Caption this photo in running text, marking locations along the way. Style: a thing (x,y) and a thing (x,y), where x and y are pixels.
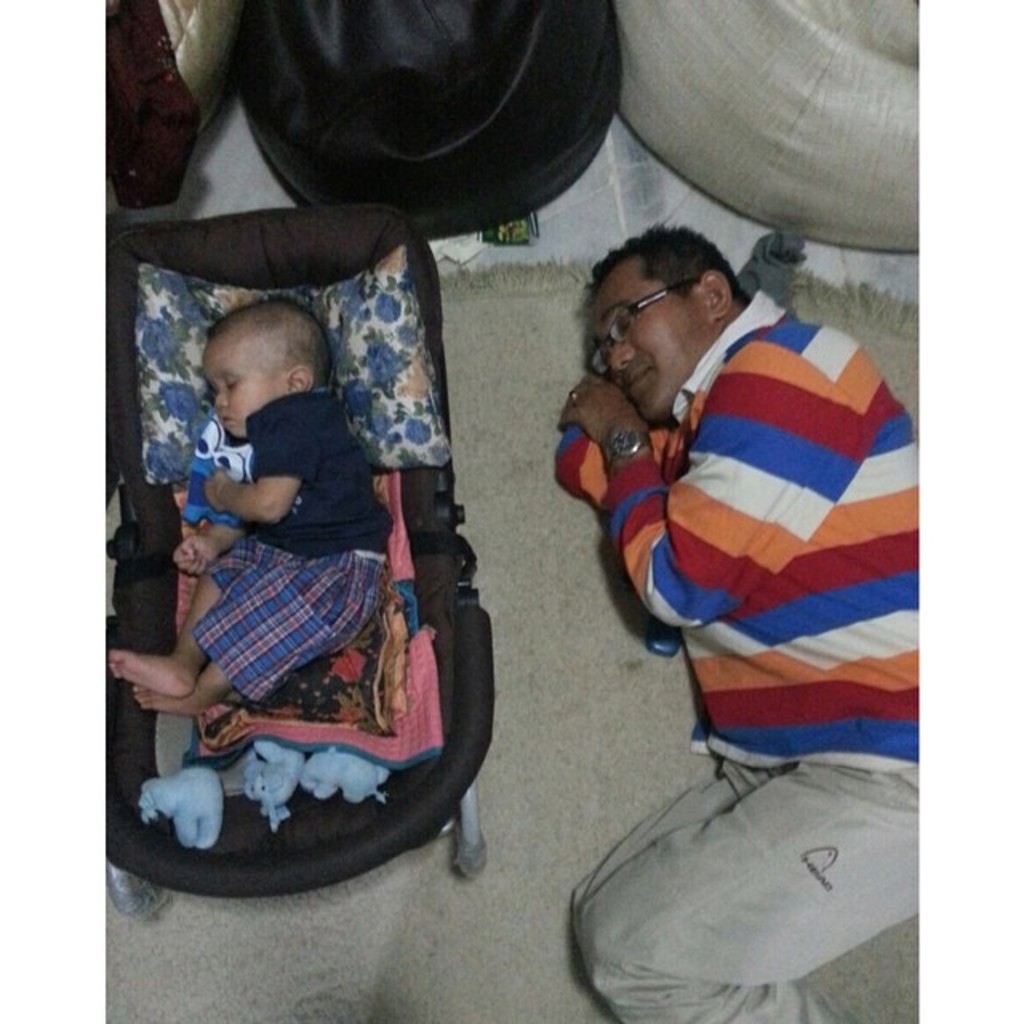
In this picture we can see a man (665,569) and a baby (238,579) laying here, at the bottom (581,721) there is a mat (564,684), this man (808,482) wore a watch (634,434) and spectacles (623,333).
